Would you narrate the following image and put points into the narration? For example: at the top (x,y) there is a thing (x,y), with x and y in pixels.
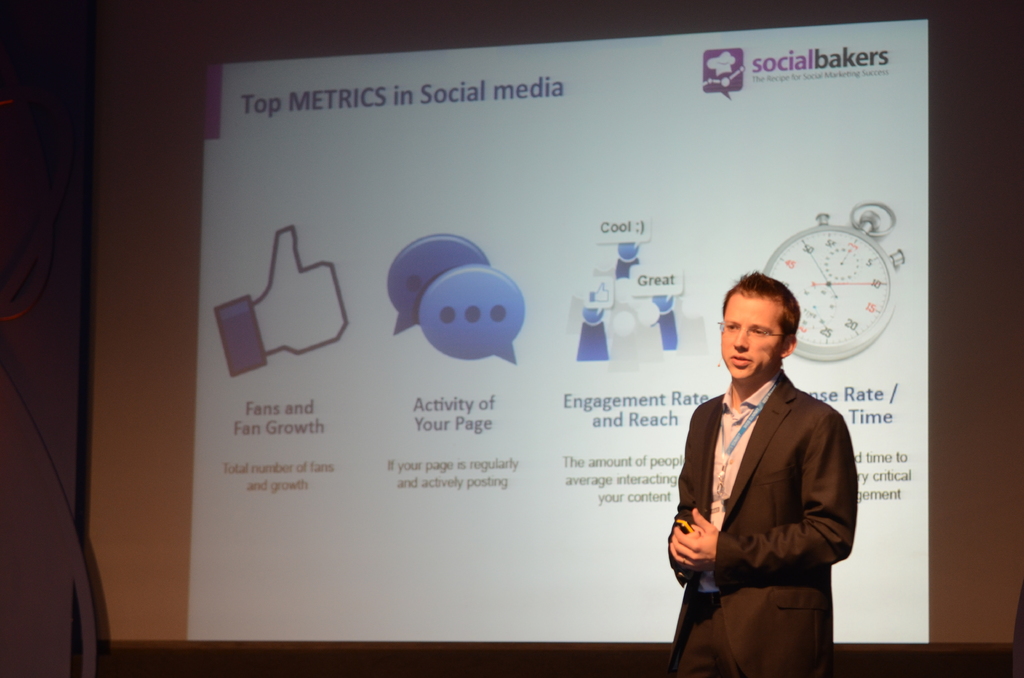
There is one person (754,524) standing on the right side of this image (765,483). There is a screen (577,324) in the background (577,324), as we can see there are some logos (577,324) and some text (485,416) written on to this screen (620,382).
